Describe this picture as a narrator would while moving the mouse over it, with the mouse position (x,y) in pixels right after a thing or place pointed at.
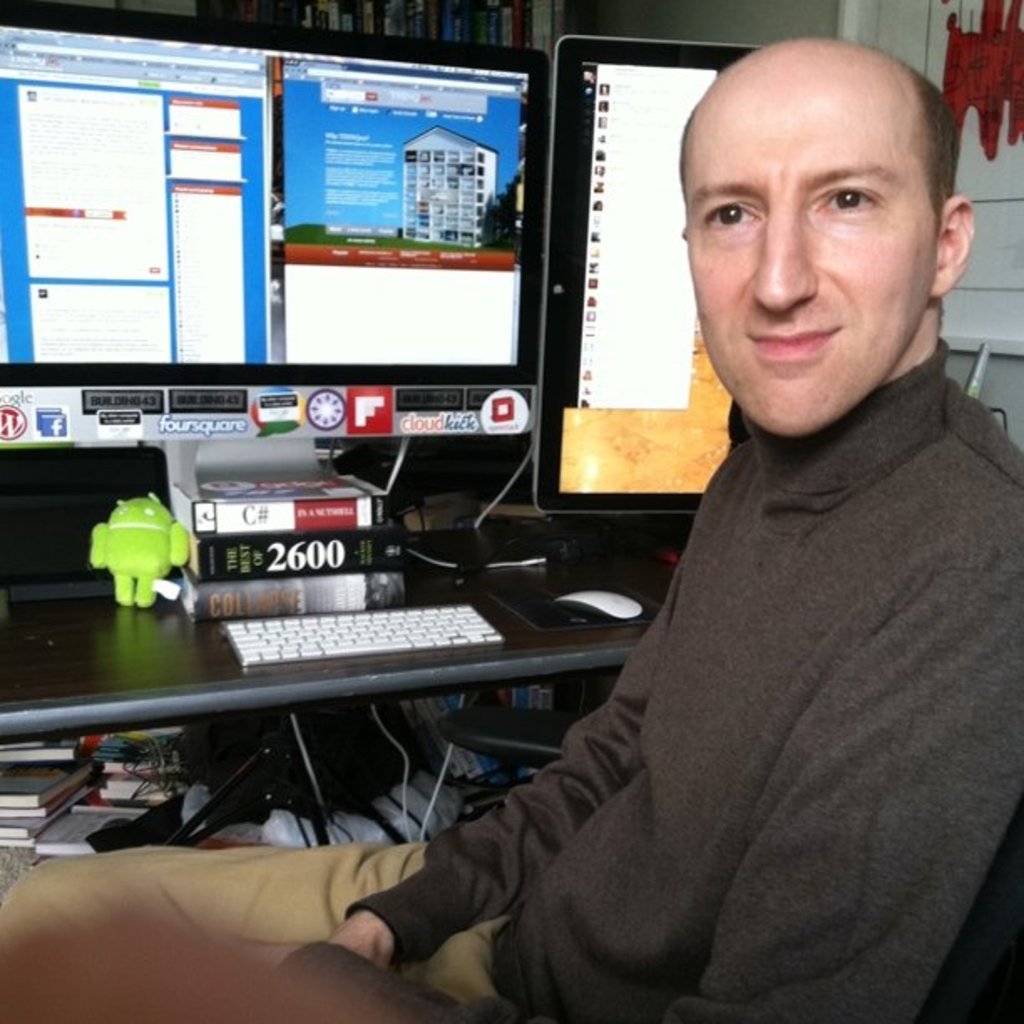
On the right side (895,298), there is a person (903,353) in a sweater (815,509), smiling and sitting. In front of him, there are monitors (523,164), books (272,572), a doll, keyboard (459,628) and a mouse (629,604) on the table (62,655). Below the table (107,719), there are other objects (161,752). In the background (992,66), there is a painting (971,74).
